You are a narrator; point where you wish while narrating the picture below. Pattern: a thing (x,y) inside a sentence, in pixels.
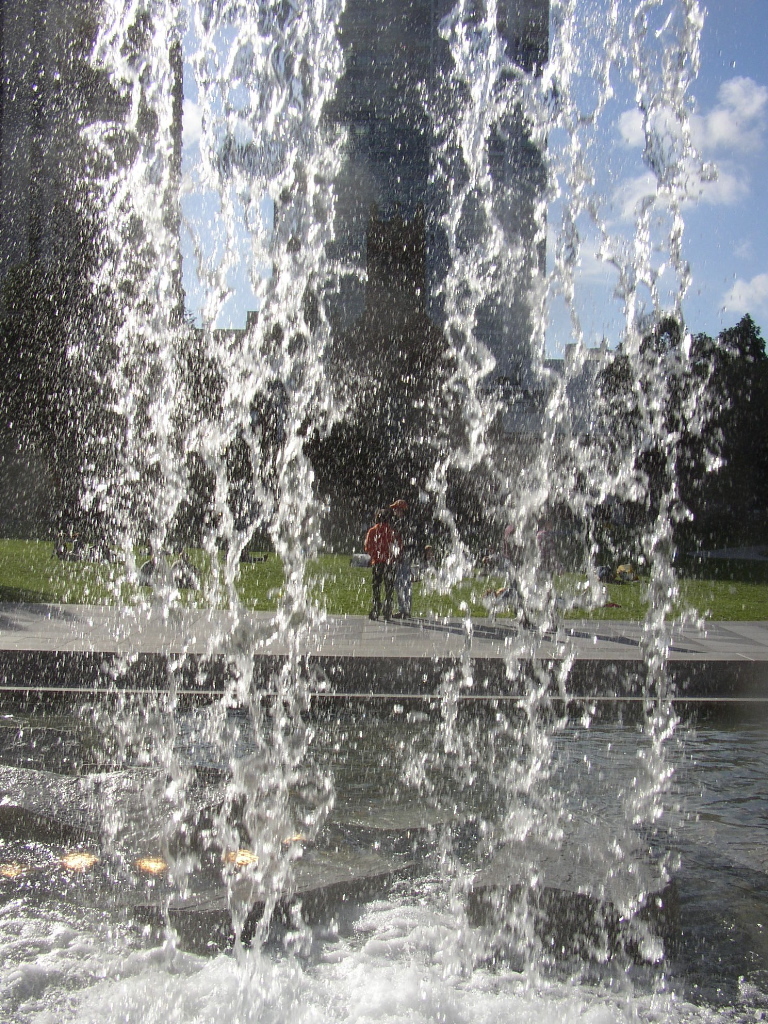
In the center of the image (335,424) we can see water fountain (358,777). In the background (437,563) we can see buildings (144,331), persons (402,539), trees (433,549), sky (587,292) and clouds (583,253).
